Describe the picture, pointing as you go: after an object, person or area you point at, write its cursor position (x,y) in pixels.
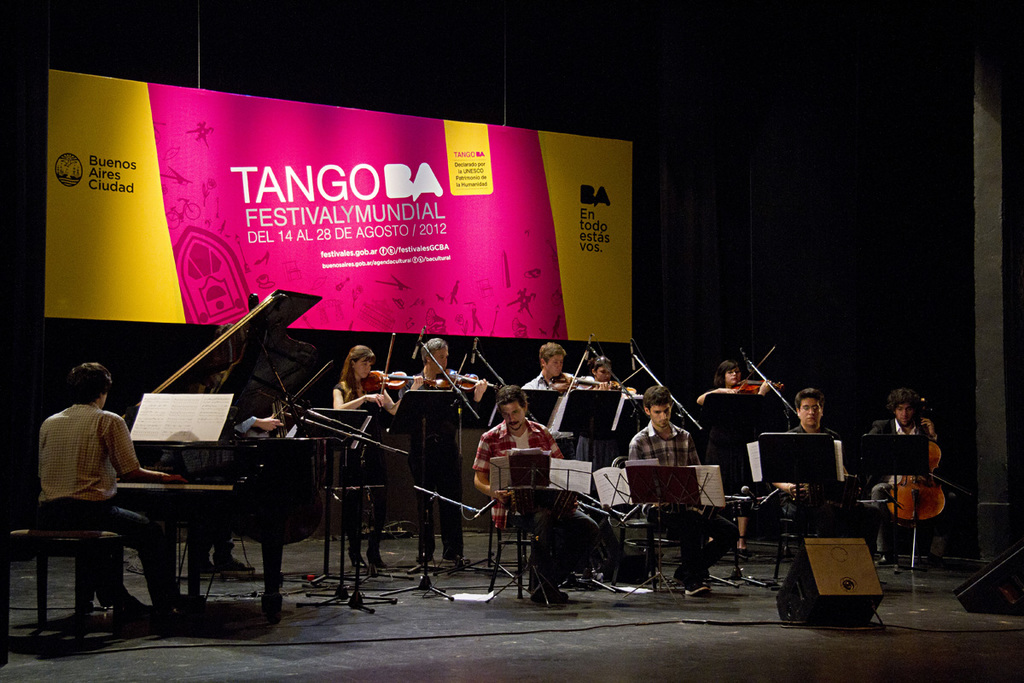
In the image we can see there are people (494,496) sitting on the chairs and there are people (551,357) standing. There are mics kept on the stand (427,349) and there are people (562,363) playing musical instruments (480,384). There is a piano (143,444) and there is a person (110,457) sitting on the chair (111,538). There are speaker boxes (848,596) kept on the stage (602,667) and behind there is a banner (316,210).
